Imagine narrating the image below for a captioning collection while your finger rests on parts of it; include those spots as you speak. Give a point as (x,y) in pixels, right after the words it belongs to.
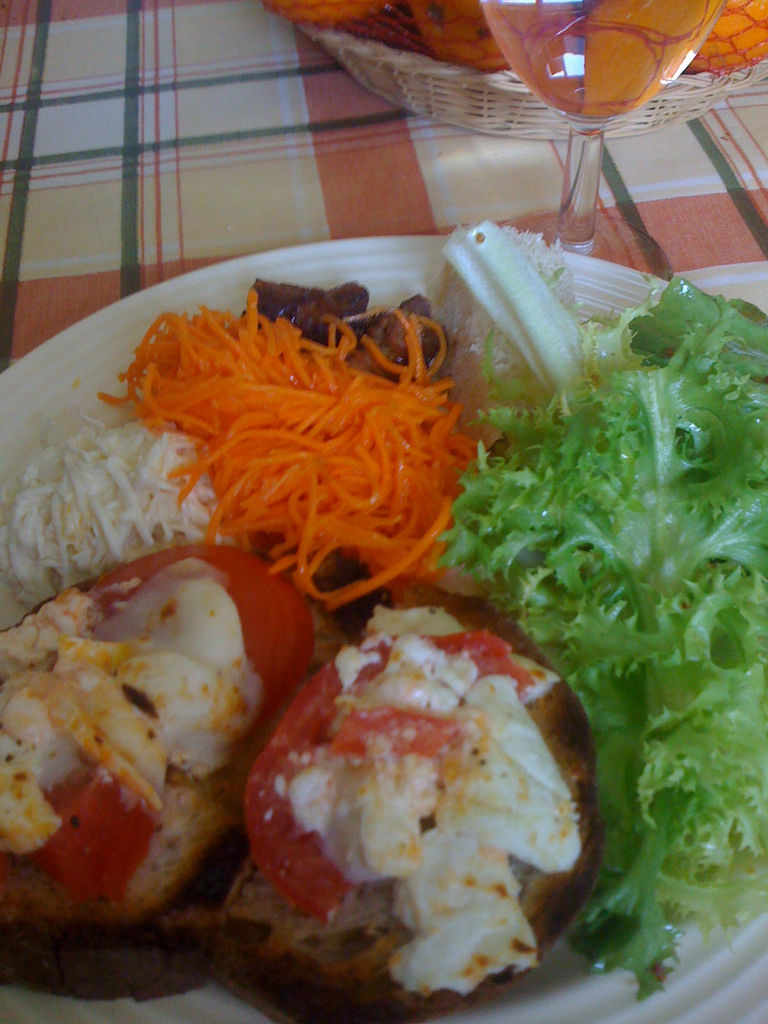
In this image there is a food item (245,610) on the plate (169,1014) in the foreground (551,732). There is a glass (684,4) and a basket (669,110) with fruits (733,61) in it on the right corner (516,113). And it looks like a tablecloth (264,108) in the background (198,178).
